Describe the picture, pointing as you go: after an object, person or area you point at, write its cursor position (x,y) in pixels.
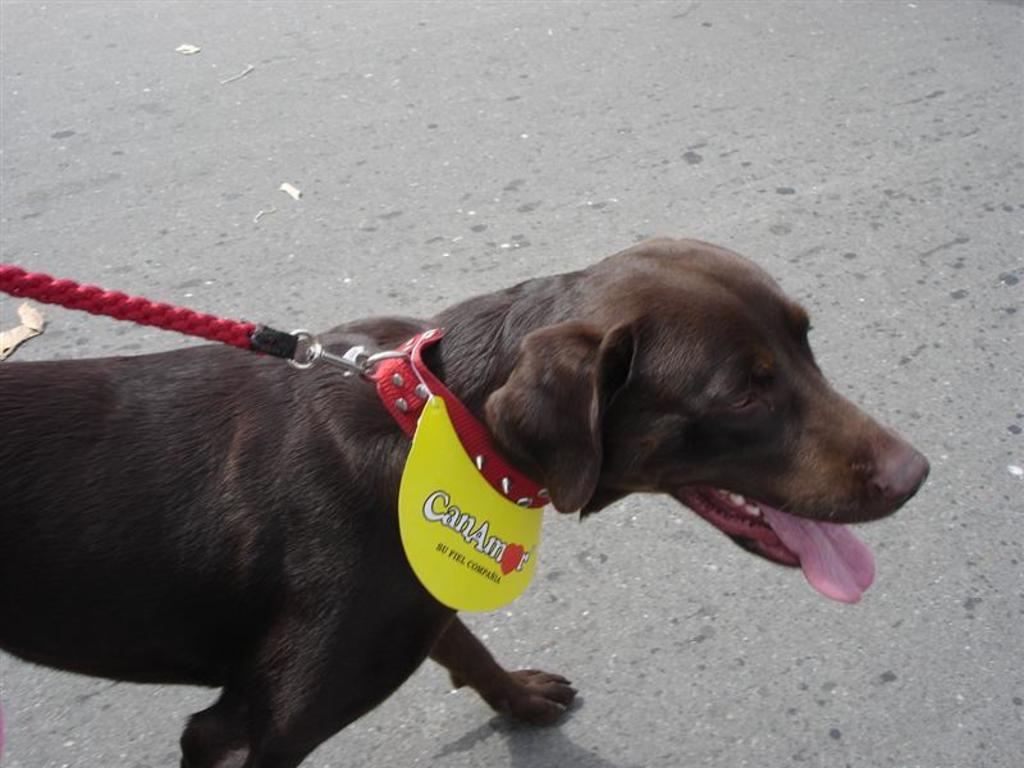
In the foreground (495,331) I can see a dog (495,353) on the road (885,643). This image is taken during a day on the road (345,204).
